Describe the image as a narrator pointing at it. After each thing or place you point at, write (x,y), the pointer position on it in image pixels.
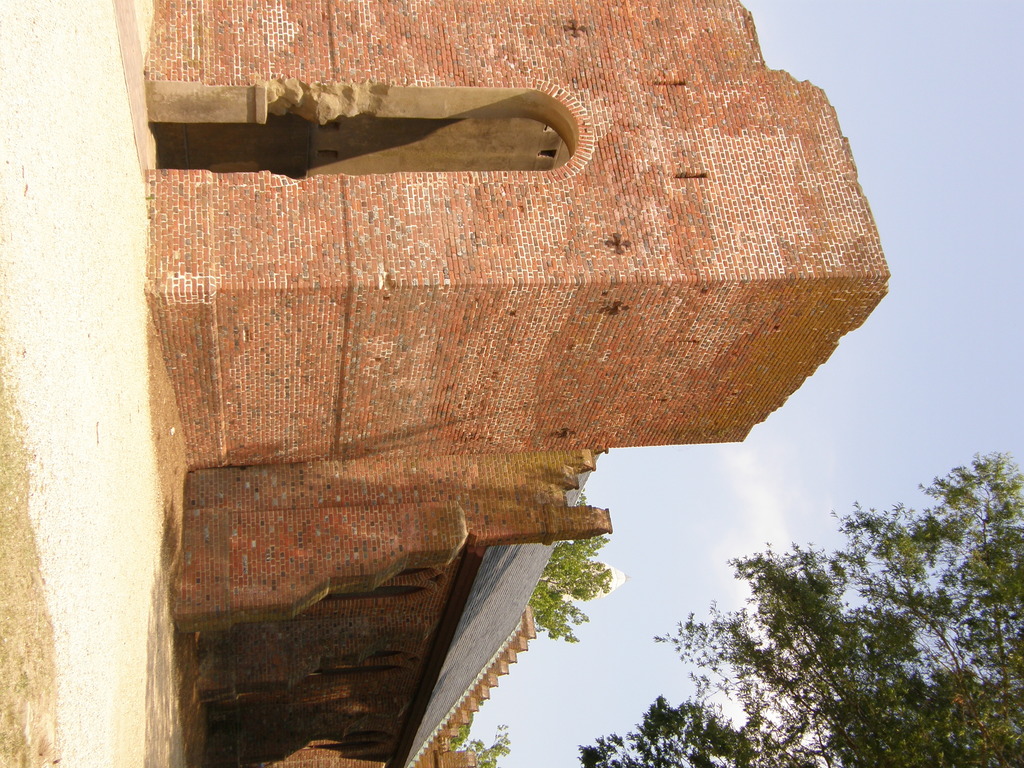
In this image we can see a building (527,308) with bricks (398,376), sand (65,279) in front of the building (392,415) and in the background (657,726) there are trees (666,727) and sky (679,683).
